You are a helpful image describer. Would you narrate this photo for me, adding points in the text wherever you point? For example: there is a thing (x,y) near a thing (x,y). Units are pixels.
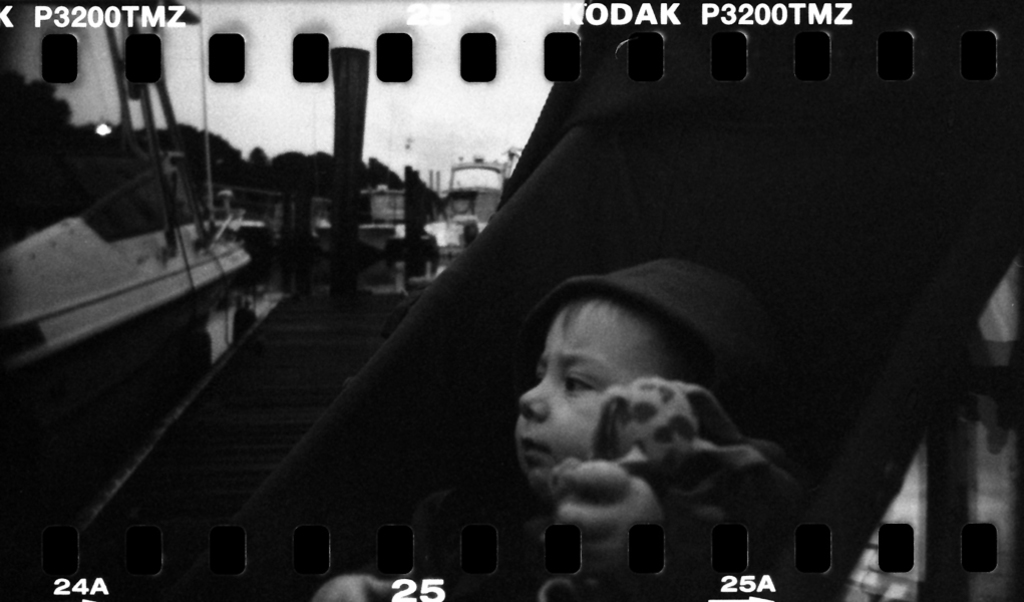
In this picture we can see a child (602,336) wore a cap (694,333), toy (653,424) and in the background (212,247) we can see a boat (41,268) and some objects (462,237).
